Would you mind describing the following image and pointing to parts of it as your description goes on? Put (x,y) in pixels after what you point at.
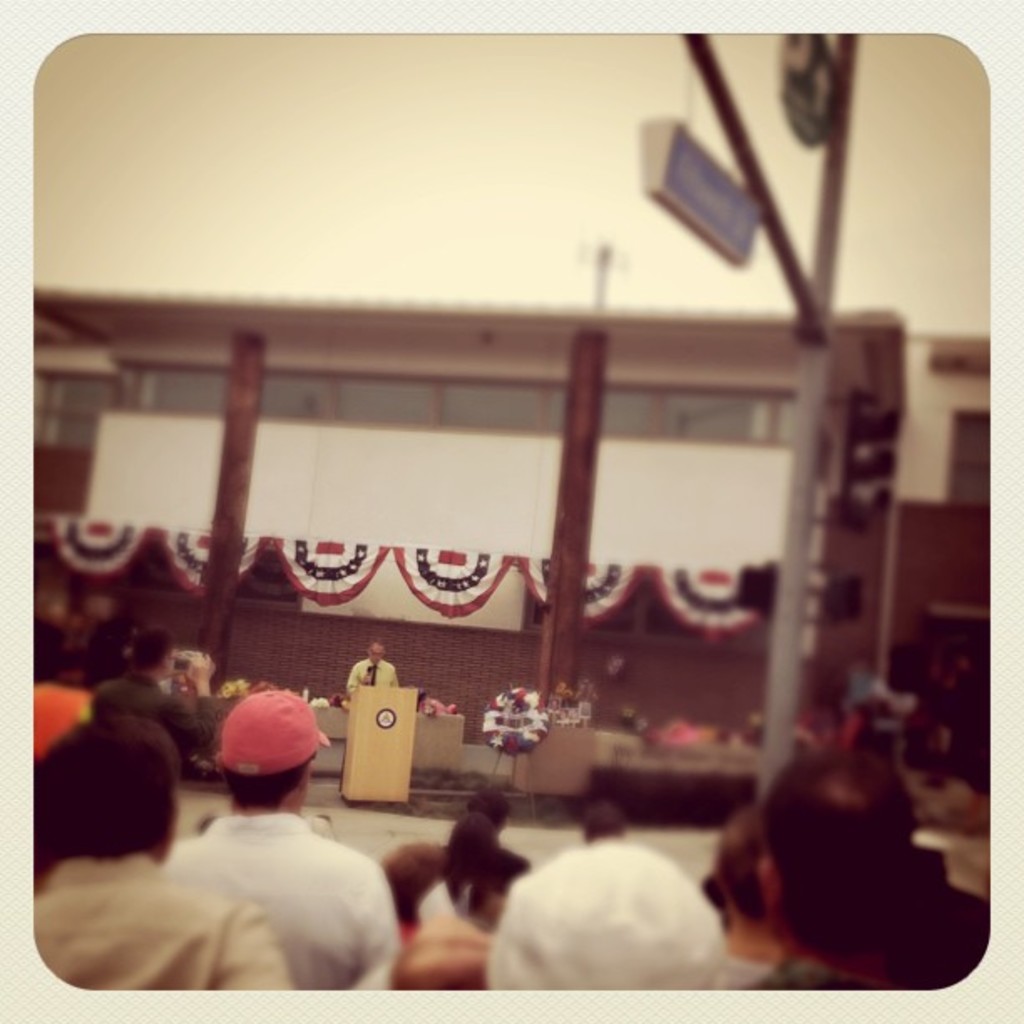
This image is an edited image. At the bottom of the image (299,887) there are a few people (469,861). In the background (418,456) there is a building (310,429) with walls (147,455) and there are a few pillars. There are a few curtains (305,560). There are a few tables (448,725) with a few things (701,733) on them. There is a podium (397,705) with a mic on it. A man (372,665) is standing and he is behind the podium (368,740). On the right side of the image (811,309) there is a pole (733,129) and there is a board (700,231).
